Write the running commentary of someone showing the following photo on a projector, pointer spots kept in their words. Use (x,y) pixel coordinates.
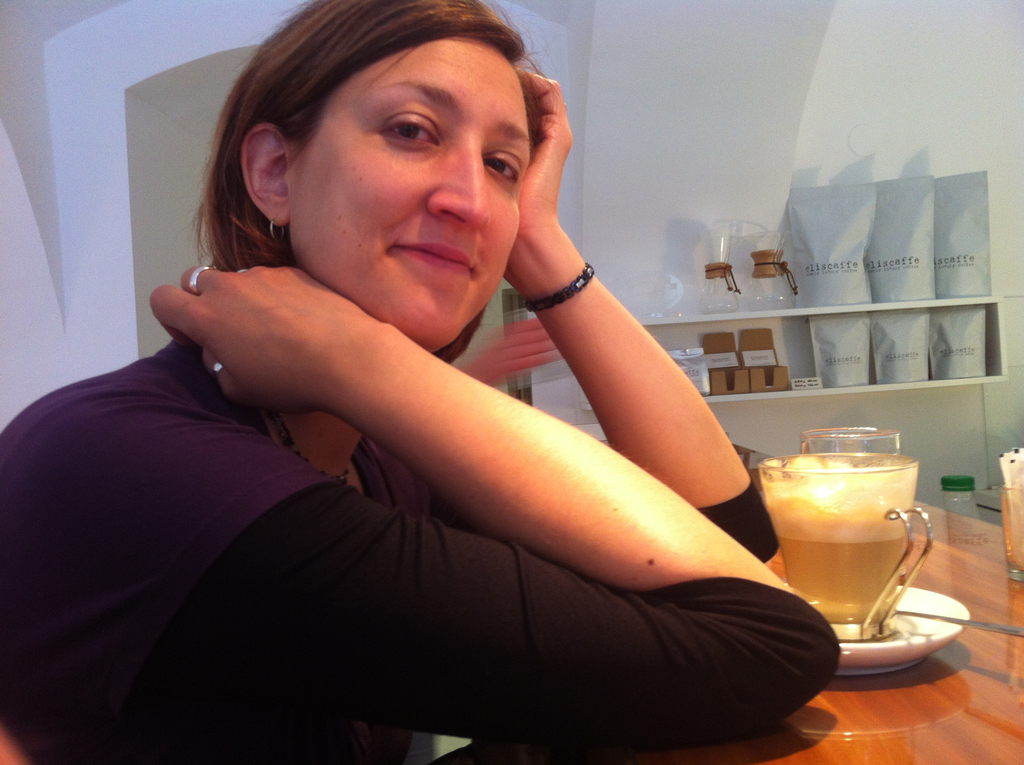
In this picture there is a woman (422,488) sitting and smiling and we can see saucer (914,597), glasses (831,473) and objects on the table (922,581). In the background of the image (886,239) we can see packet (928,201) and objects (742,359) in racks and wall (693,78).
